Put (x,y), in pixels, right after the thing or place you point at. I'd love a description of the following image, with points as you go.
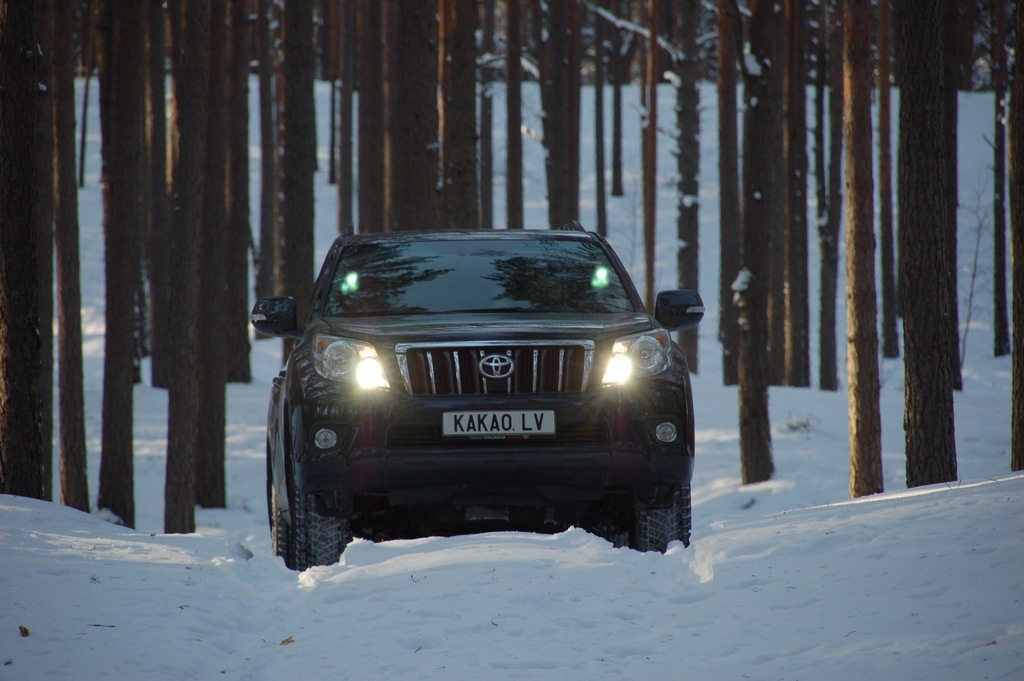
In the middle of the picture (551,317), we see a black car (447,412). At the bottom (577,561), we see the snow (580,638). In the background (394,178), we see the stems (309,154) of the trees (824,224) and these trees (492,19) are mostly bare.
